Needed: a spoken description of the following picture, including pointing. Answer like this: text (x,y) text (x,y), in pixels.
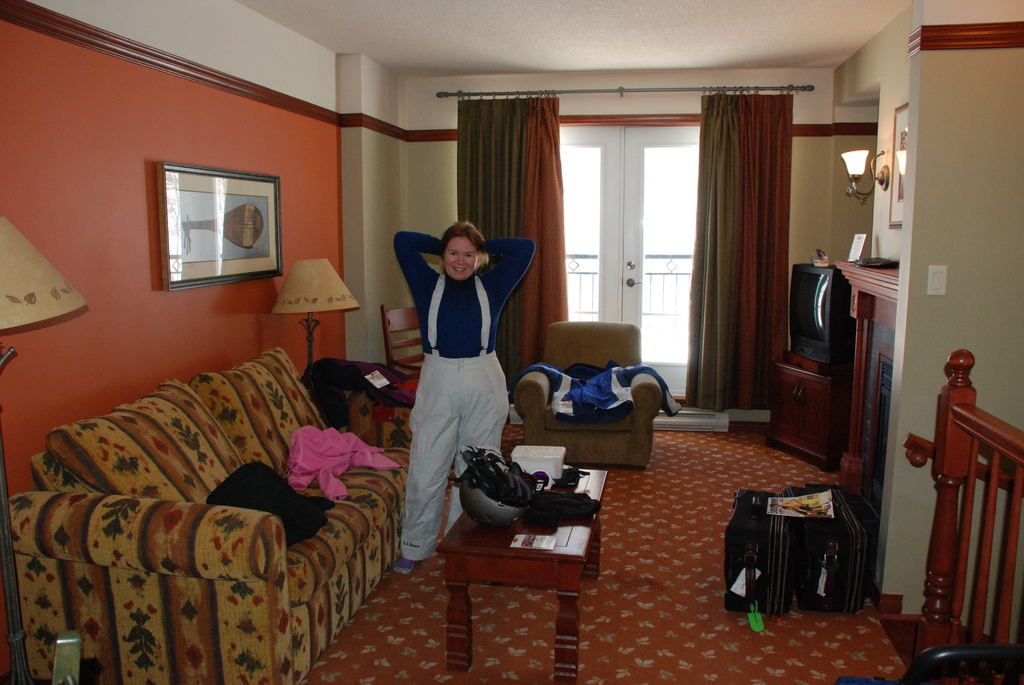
There is woman (461,272) in blue color t-shirt (457,303), standing and smiling. In front of her, there is a helmet (488,510) and some other materials (574,495) on the table (522,554) which is on the floor (599,588). On the left hand side (188,483), there is a sofa (152,554), light (313,321), wall (127,271), photo frame (201,232). On the right hand side (775,571), there are luggages (772,579), a switch (937,283), wall (939,147), light (858,150). In the background (785,150), there are curtains (743,185), door (656,182) which is made up with glass (644,220), a ceiling (617,47) and some other materials (618,400).
